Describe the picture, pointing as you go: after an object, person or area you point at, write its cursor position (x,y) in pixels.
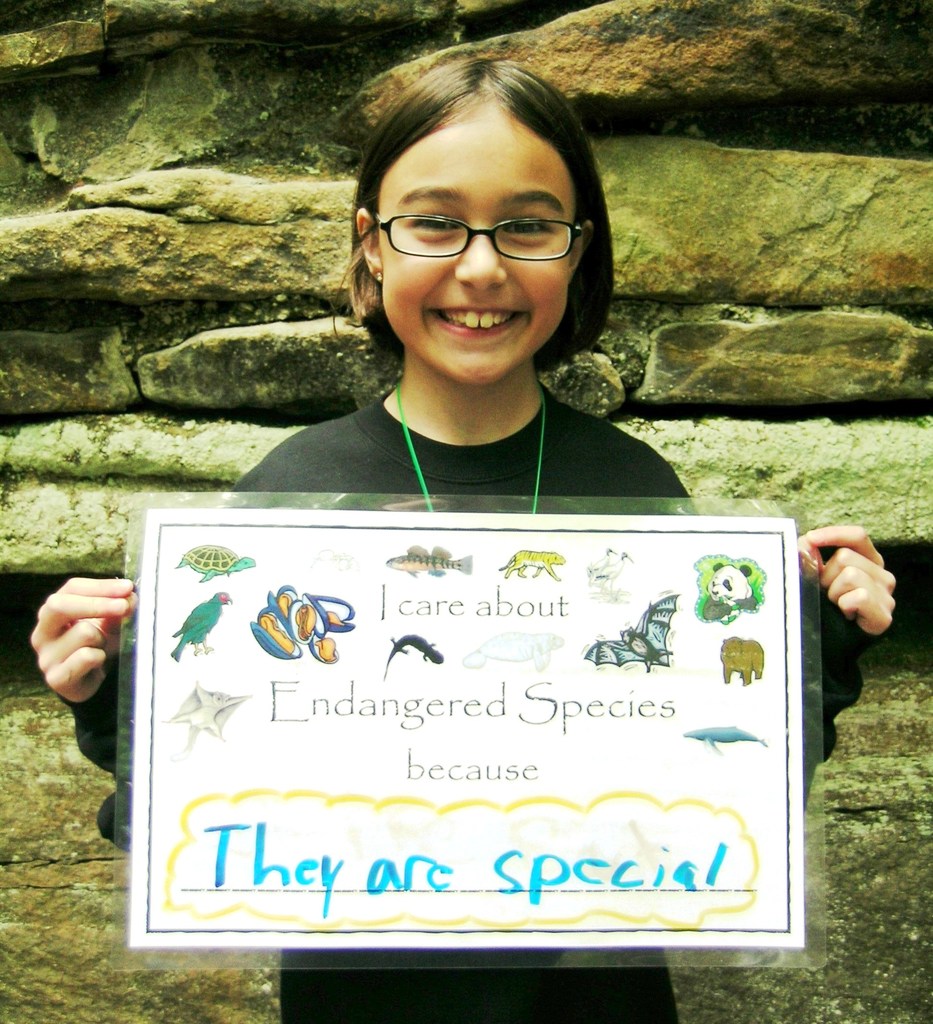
In this picture we can see a girl (450,233) wore spectacles (552,233) and smiling and holding a laminated paper (521,551) with her hands (823,575) and in the background (228,145) we can see rocks (271,246).
